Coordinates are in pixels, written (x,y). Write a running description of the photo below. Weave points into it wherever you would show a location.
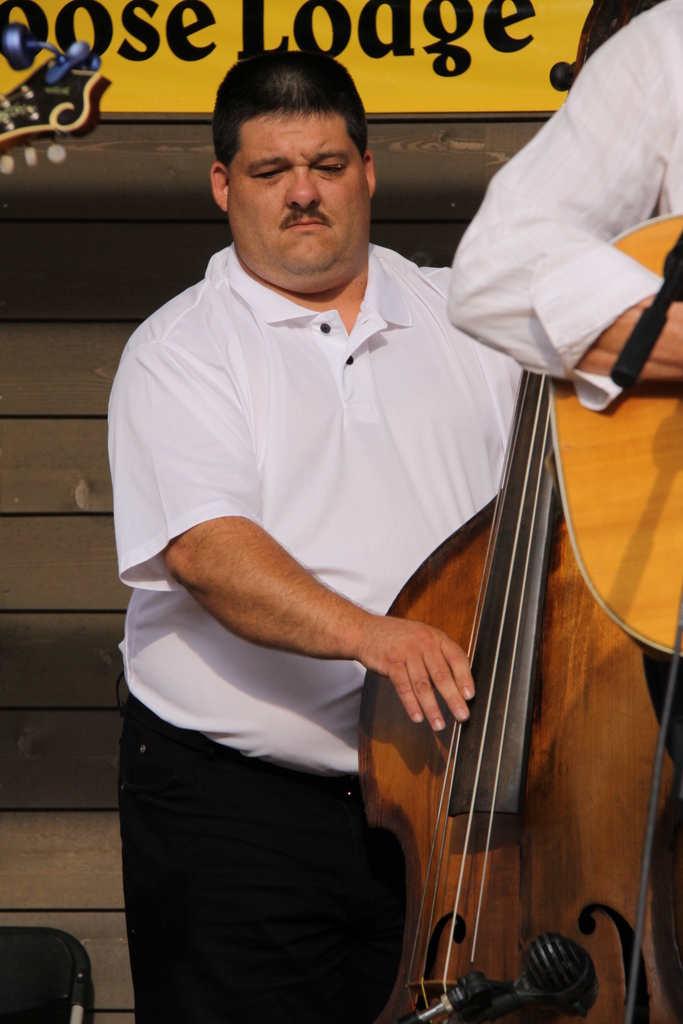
In this image, There are two persons (441,533) standing and one person (428,649) is holding the music instrument (537,686) and in the background (84,524) there is a brown color wall (92,253).
